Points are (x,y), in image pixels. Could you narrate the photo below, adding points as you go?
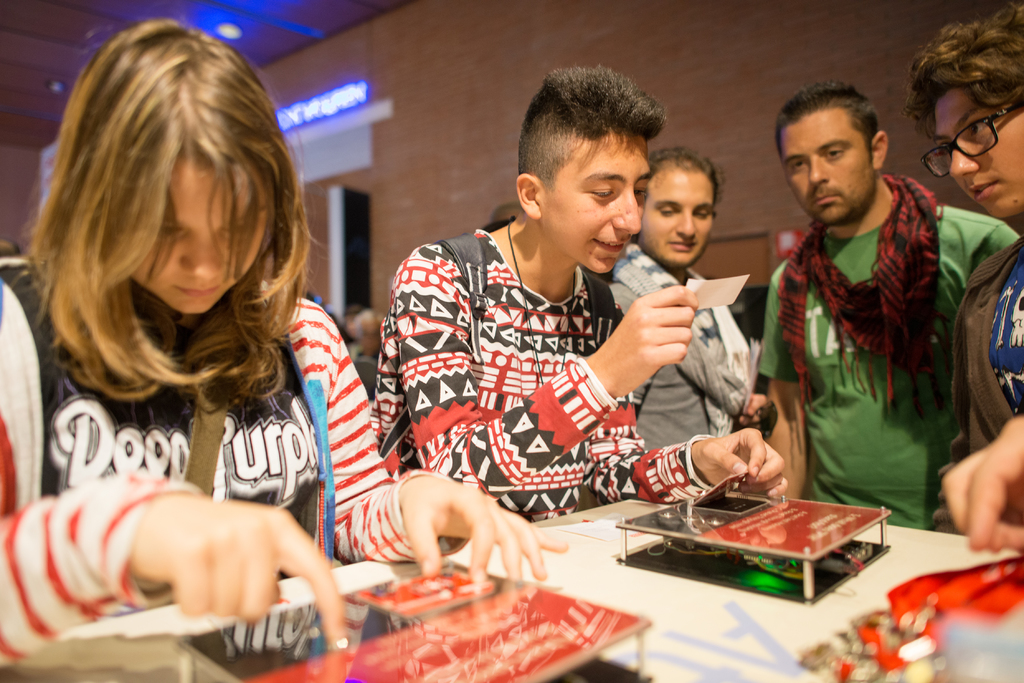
In this image, we can see an electrical equipment (736,571) placed on the table (724,607) and here there are some people (664,248) standing and one of them is holding a paper (713,291). In the background (401,80), there is a wall (691,120).
